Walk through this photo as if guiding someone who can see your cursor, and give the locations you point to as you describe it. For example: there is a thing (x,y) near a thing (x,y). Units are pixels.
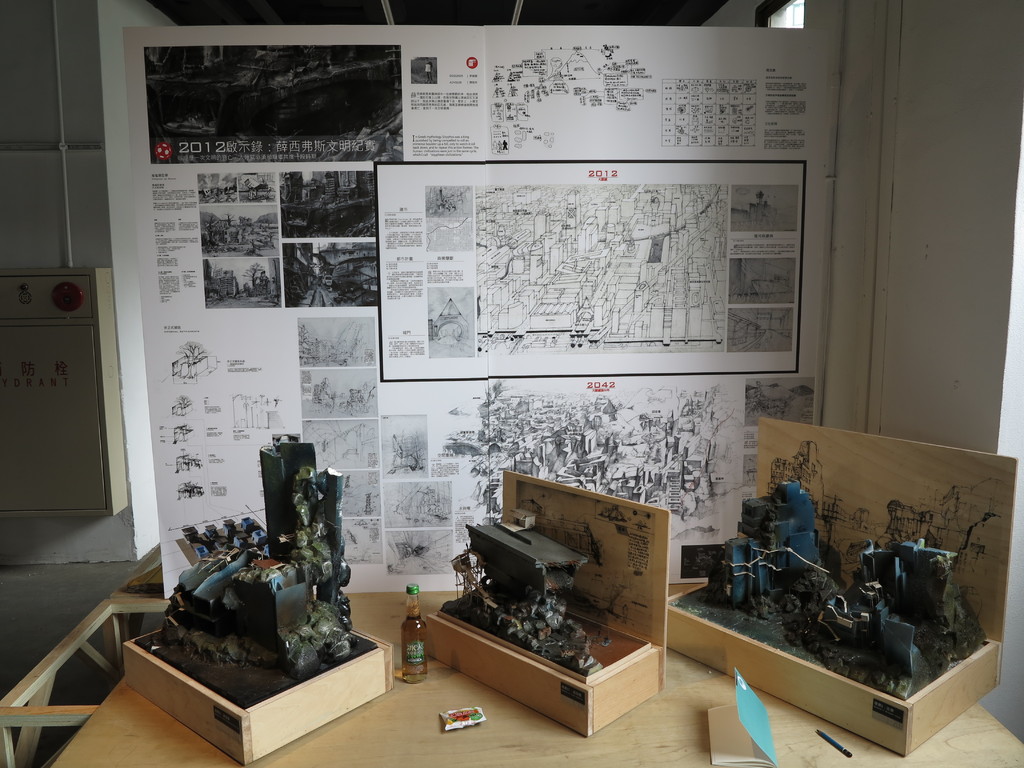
In this picture we can see a few models (235,632) in the wooden boxes (238,747). There is a bottle (425,617), book (741,705), pencil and an object (440,711) is visible on a wooden table (982,723). We can see some text (540,59), numbers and a few figures (555,59) on a whiteboard (687,32). There is some text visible on an object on the left side (12,449).
